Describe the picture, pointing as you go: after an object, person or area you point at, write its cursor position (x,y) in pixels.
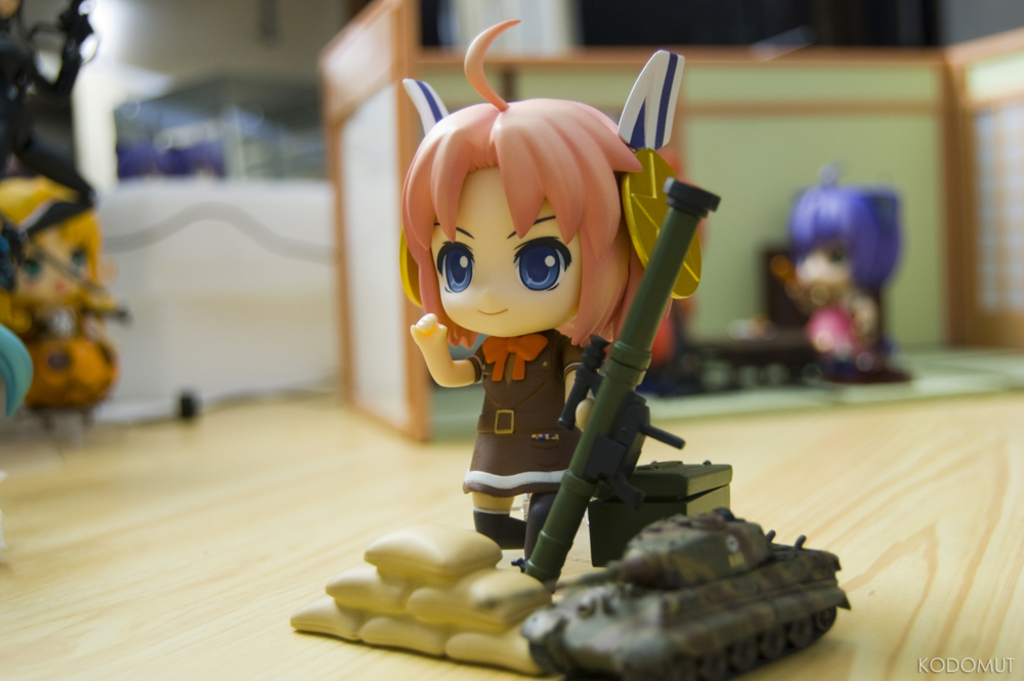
In the center of the image (524,343), we can see toys (551,516) and in the background (13,111), there are some other toys (822,259) and there is a wall (943,151). At the bottom (201,597), there is floor (193,546).
